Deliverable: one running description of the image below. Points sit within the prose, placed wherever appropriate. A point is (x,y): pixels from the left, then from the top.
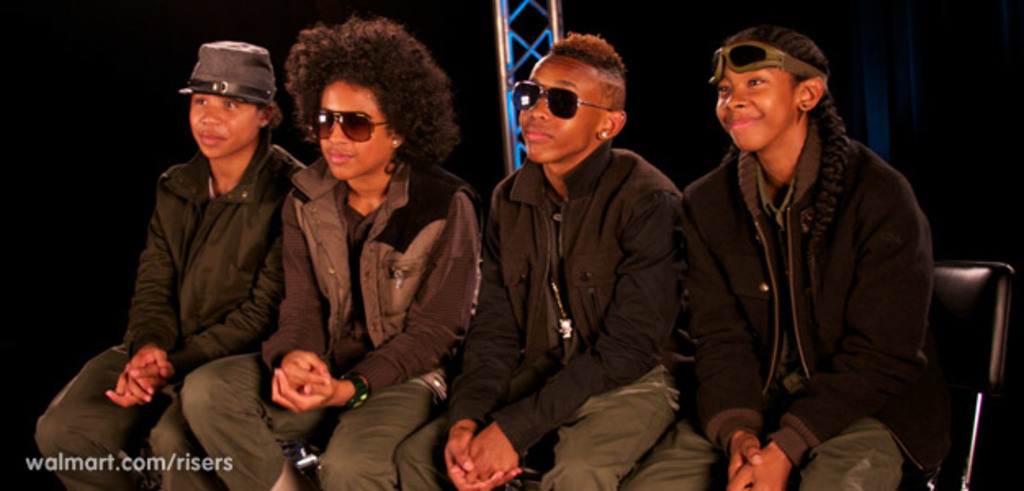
In the center of the image (344,251) we can see four people (524,297) sitting on the chairs (977,368). In the background (518,156) there is a pole (509,144).
